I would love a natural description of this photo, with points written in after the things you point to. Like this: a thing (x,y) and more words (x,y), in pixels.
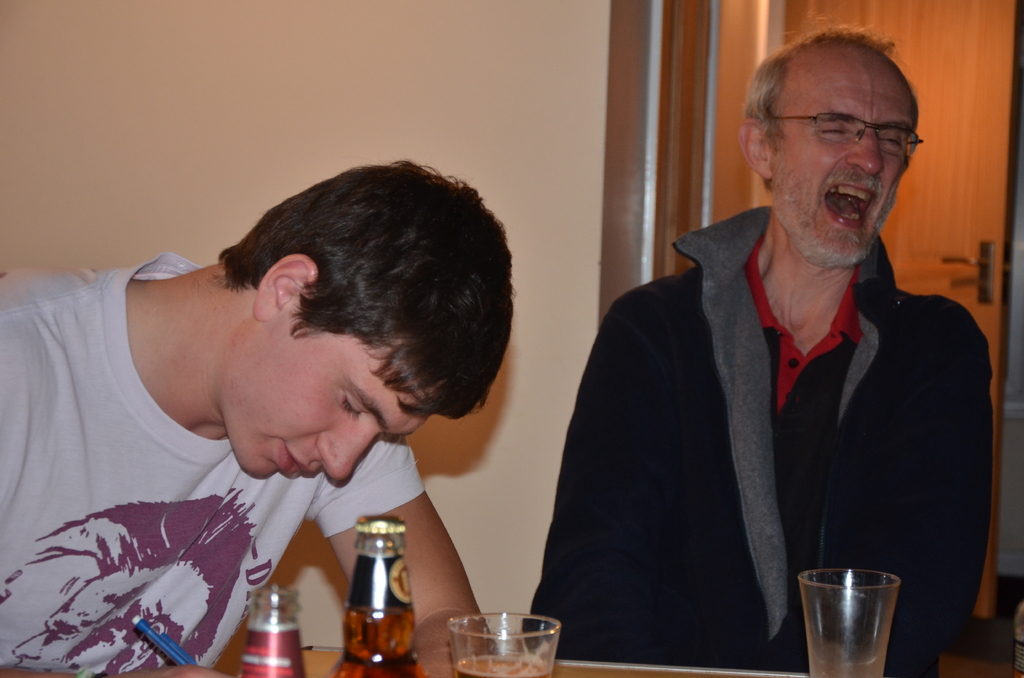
In the image there is a boy (208,431) and a man (782,474) sat in front of table (566,673) with small bottles (294,664) and glasses (490,673) on it, behind them there is a door (960,138).
